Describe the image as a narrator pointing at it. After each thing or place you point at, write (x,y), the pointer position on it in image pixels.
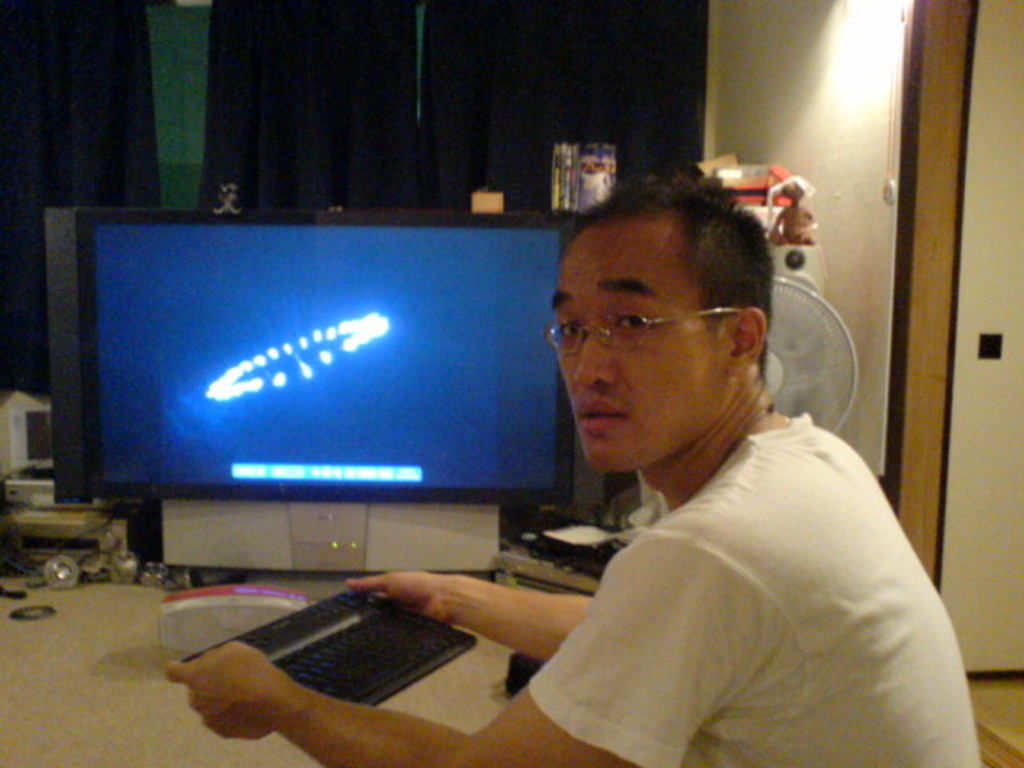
There is a person (843,502) in white color t-shirt (859,589), holding a keyboard (353,640) with both hands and sitting on the floor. In the background (192,466), there is a monitor (504,374) on the table (269,513), there is a fan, there is a curtain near white wall (830,216) and there are other objects (79,530).
